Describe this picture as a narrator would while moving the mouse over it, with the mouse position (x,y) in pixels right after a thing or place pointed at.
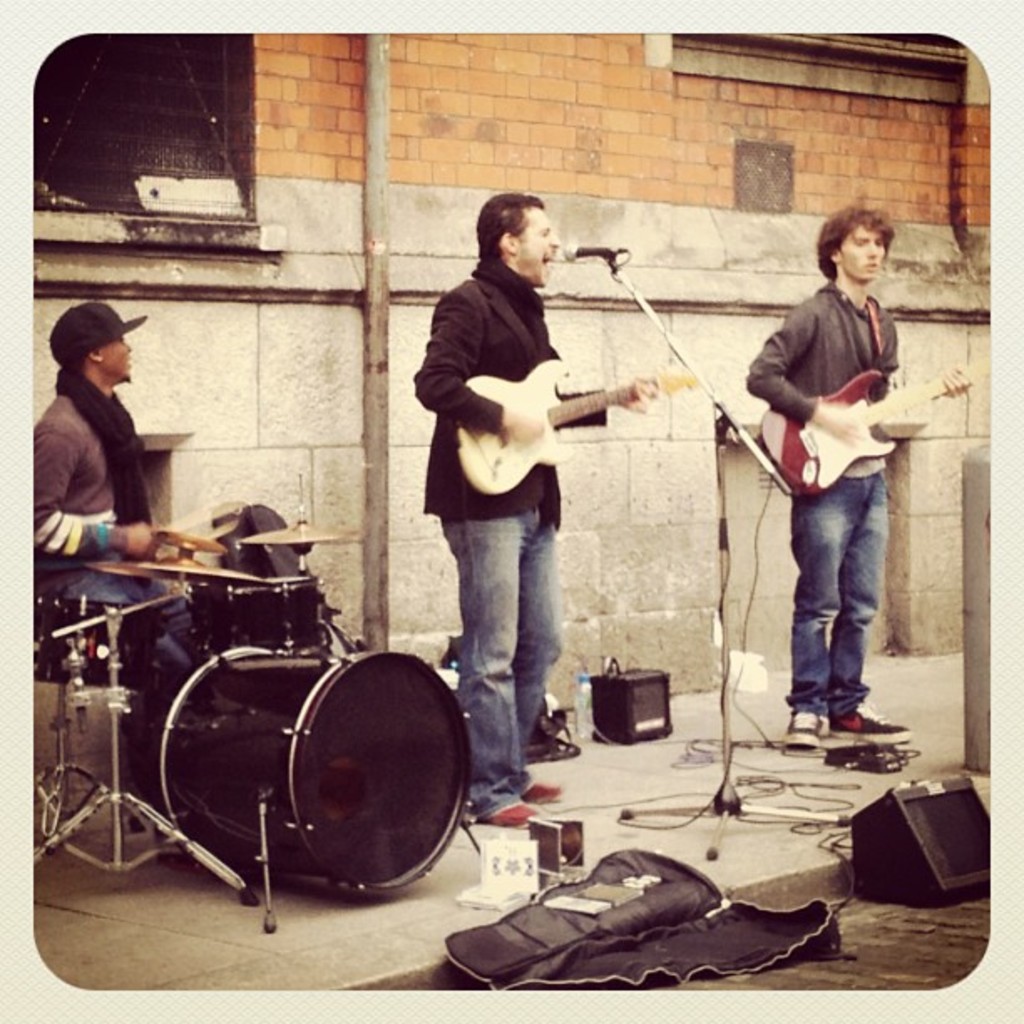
In this image I can see three people (97,409) on the path (339,939) and playing the musical instruments (816,483). Among them few are wearing jackets (584,420) and one person (536,497) is standing in front of the mic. In the back (437,220) there's a wall (694,209). And some objects (614,896) can be seen on the road (856,956).
